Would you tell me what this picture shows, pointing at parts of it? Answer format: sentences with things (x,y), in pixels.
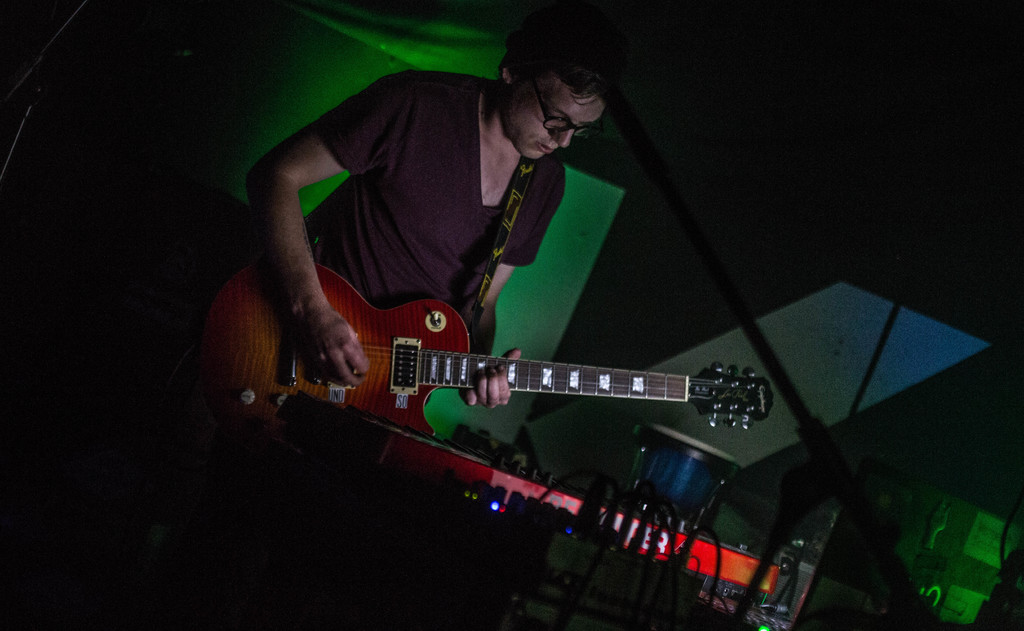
In the image we can see there is a man (535,89) who is holding a guitar (367,375) and in front of him there is a casio (520,484).
